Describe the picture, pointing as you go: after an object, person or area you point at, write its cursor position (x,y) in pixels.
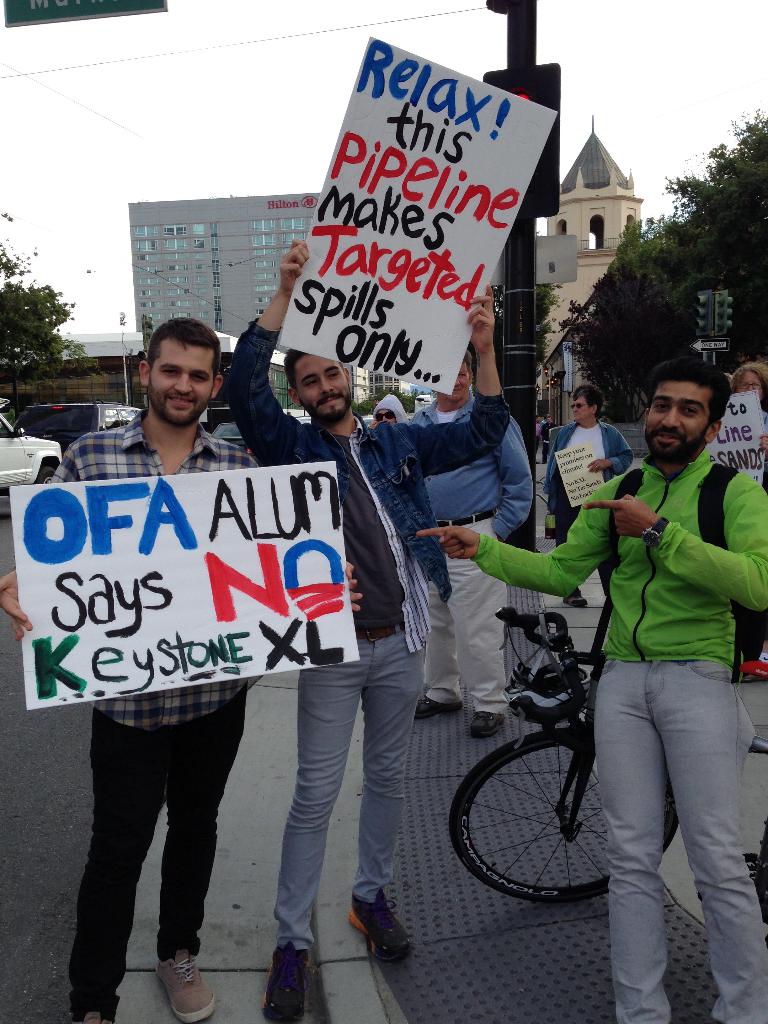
In this picture we can see two boys (294,388) standing in the front (412,329), holding protesting boards (399,141) in the hand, smiling and giving a pose to the camera. Behind there is a signal pole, trees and glass building (253,273).
